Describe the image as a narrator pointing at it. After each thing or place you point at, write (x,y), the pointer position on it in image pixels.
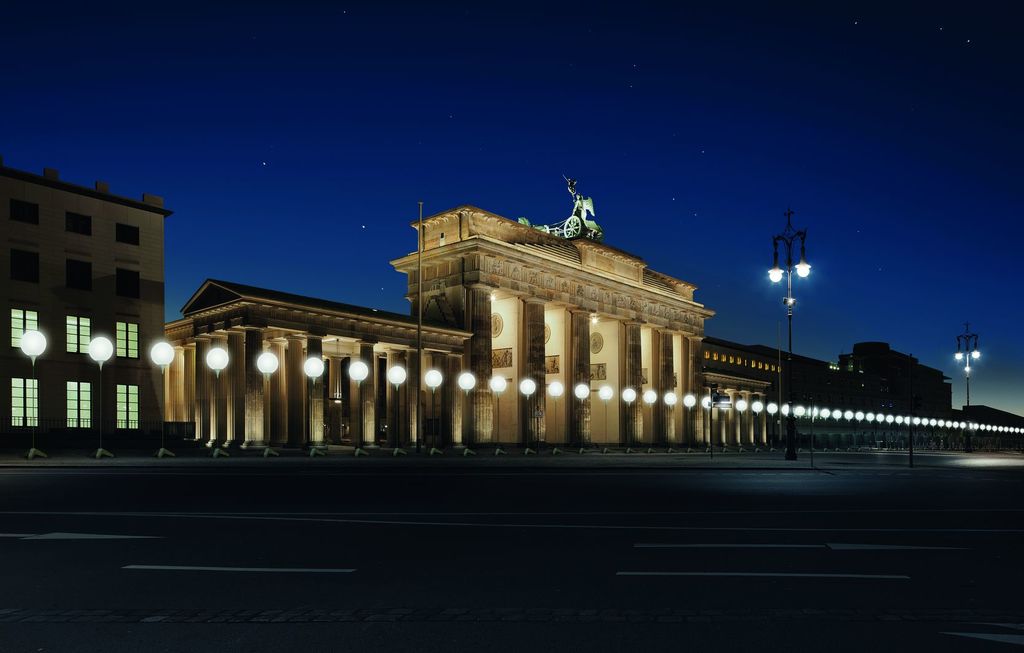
At the bottom of the image (467,522) there is a road (79,531). Behind the road (160,561) there is a footpath (807,446) with many poles (790,285) and lamps (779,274) to it. Behind the poles (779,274) there is a building (416,348) with walls (516,351), pillars (665,350), sculptures (530,278) and there is a statue (570,224) on the building (528,249). And on the left side of the image (59,267) there is a building (55,279) with walls (73,248) and windows (72,264). At the top of the image (668,85) there is a sky (448,149) with stars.
